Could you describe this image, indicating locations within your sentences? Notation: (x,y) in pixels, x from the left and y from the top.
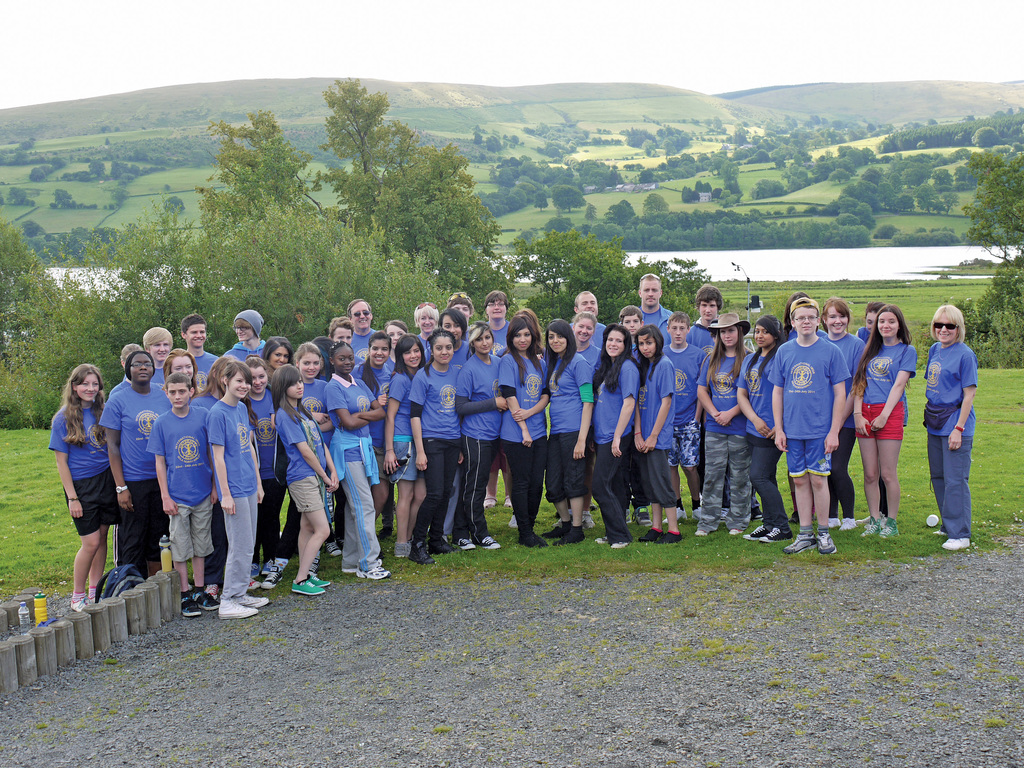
In this picture I can see there are group of people (174,475) standing and wearing blue t-shirts (165,425). In the backdrop (147,110) there are trees (341,279) and mountains (170,185) and the sky (90,27) is clear.
